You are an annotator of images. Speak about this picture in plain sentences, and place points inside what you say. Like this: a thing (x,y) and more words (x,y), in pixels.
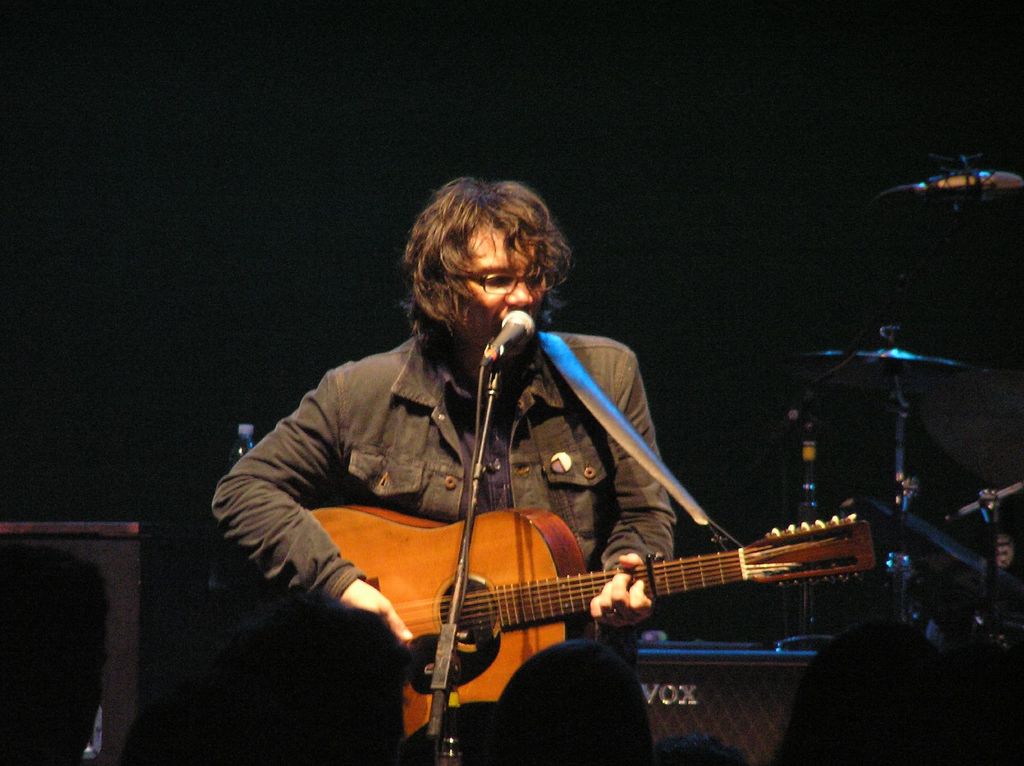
This image is taken in a concert. In the middle of the image (561,352) a man (398,424) is standing and holding a guitar (556,585) in his hand (630,559). He is playing the music and singing in a mic (516,337). In the right side of the image (898,481) there are few musical instruments (936,634). In the left side of the image (119,571) there is a speaker box (112,693).
